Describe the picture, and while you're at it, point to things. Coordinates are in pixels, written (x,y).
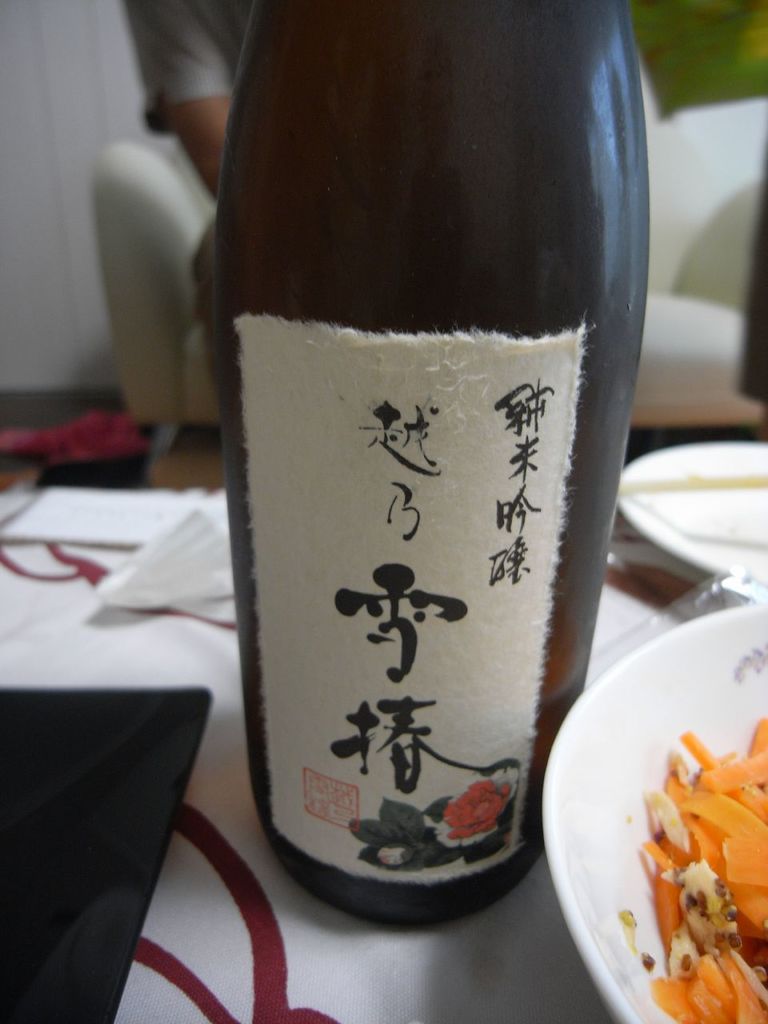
In the image there is a table (91,651) and above the table (85,587) there are few papers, a bottle (258,641), a bowl (714,631) with some food (718,761), behind the table (623,526) there is a sofa (161,174) and some person (172,83) is sitting on the sofa (141,190).
